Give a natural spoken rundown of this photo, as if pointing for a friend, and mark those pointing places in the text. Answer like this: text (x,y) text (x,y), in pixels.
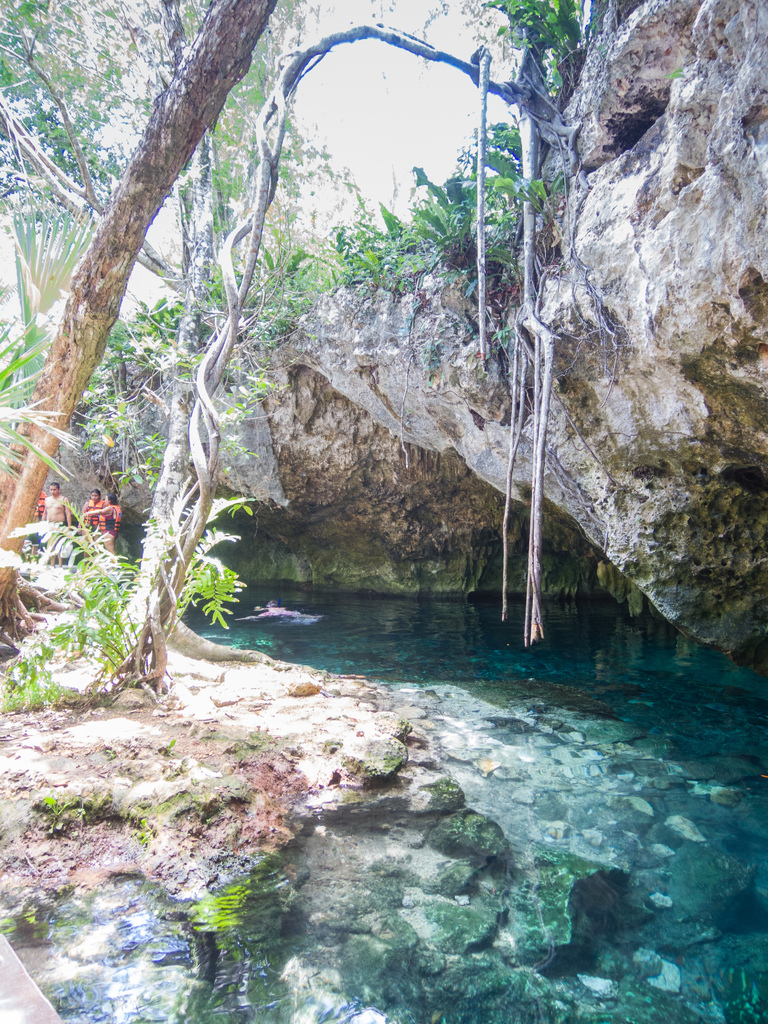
This picture is clicked near a cave (585,561). There are rocks (585,306), trees (215,254), water (496,792) and plants (105,657) in the image. There are aerial roots (524,401) to the tree (197,297). In the background (95,514) there are few people (52,516) standing.
